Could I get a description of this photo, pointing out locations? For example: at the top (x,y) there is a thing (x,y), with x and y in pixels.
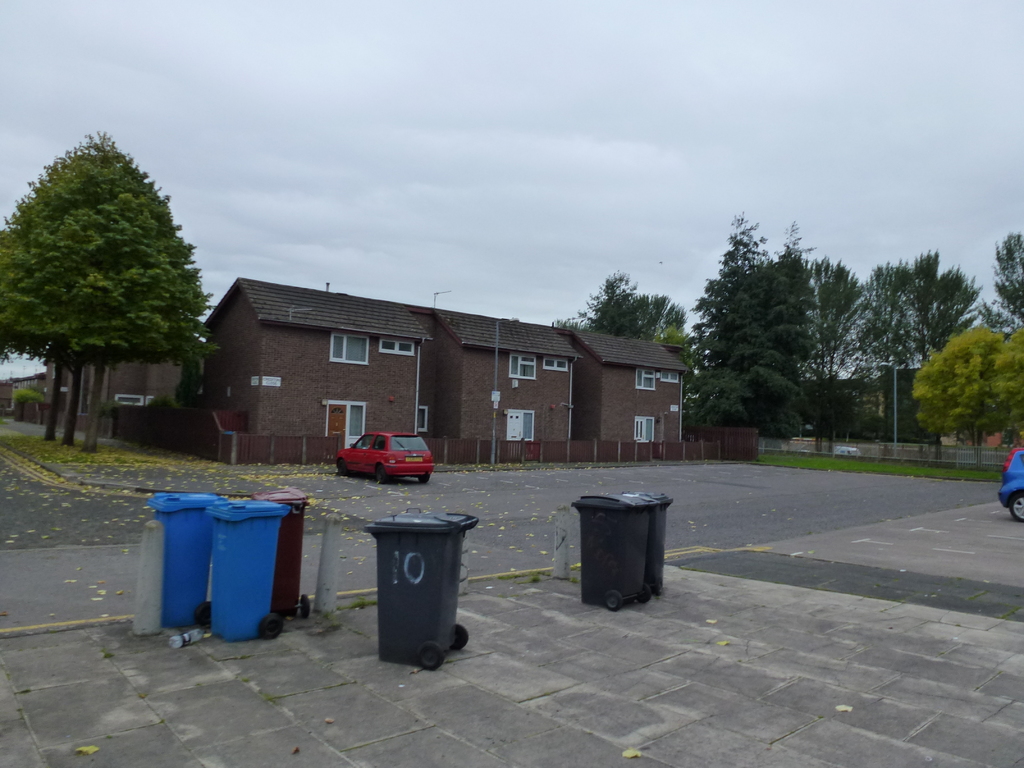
In this image we can see a house (447,351) with roof (370,335), windows (408,344) and a fence (278,452). We can also see some trees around the house (381,300). Car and dried leaves (112,452) on the road (805,474), Dustbin (255,625) with wheels (266,632) and an empty bottle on the footpath (755,664), grass (945,475), fence (914,460), pole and the sky (578,224) which looks cloudy.
